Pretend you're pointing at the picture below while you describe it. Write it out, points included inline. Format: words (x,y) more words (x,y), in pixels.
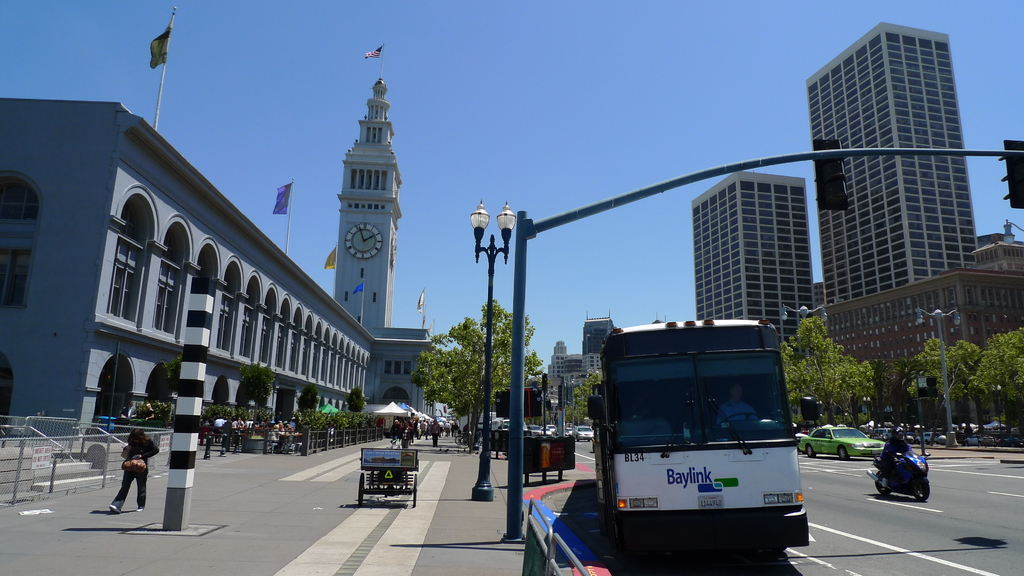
In this image there are some buildings (330,394) at left side of this image (324,355) and right side of this image (873,327) as well and there are some poles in middle of this image (513,363). There is a bus (641,437) at right side of this image (747,488) and there is a road (394,549) at bottom left side of this image (333,518) and bottom right side of this image (819,521). There are some dustbins (524,460) in middle of this image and there is a tree (492,382) in the background (479,379) and there is a sky (583,115) at top of this image (575,137). there are some persons (224,419) standing at left side of this image (201,436) and there are some vehicles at right side of this image (784,431). There are some flags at top left side of this image (163,31) and there is a tower clock (361,240) in middle of this image (387,242).
